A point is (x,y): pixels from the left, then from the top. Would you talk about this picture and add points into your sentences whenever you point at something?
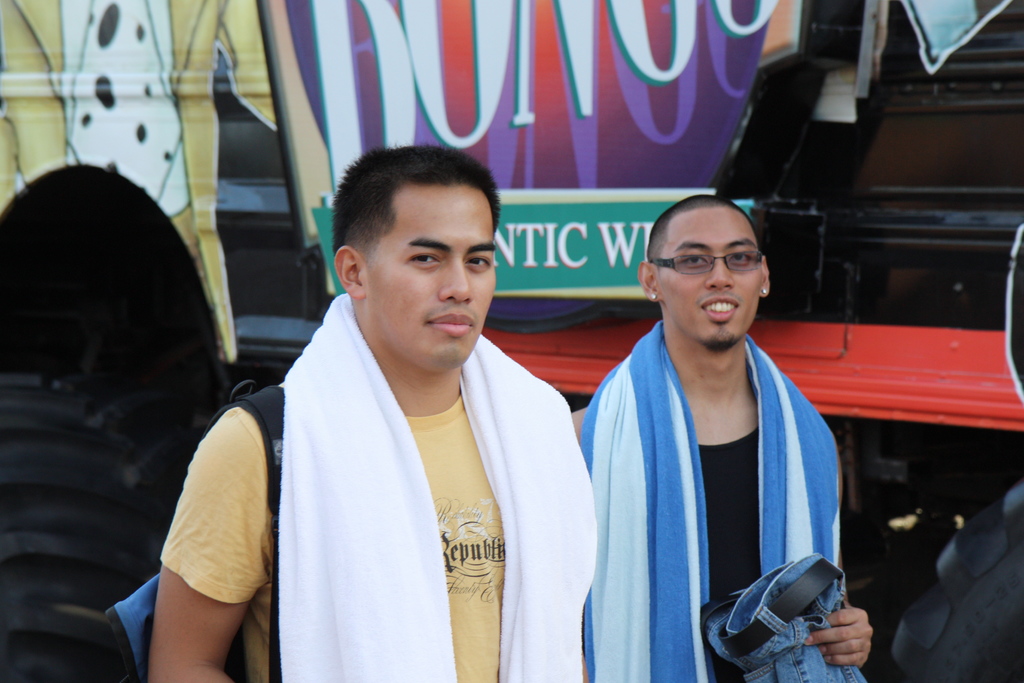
In the picture I can see a man (187,656) wearing yellow T-shirt (216,581) and white color towel (524,521) and a person (702,507) wearing black color T-shirt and blue color towel (790,432) are standing here and in the background (889,215), I can see a vehicle (32,270).
